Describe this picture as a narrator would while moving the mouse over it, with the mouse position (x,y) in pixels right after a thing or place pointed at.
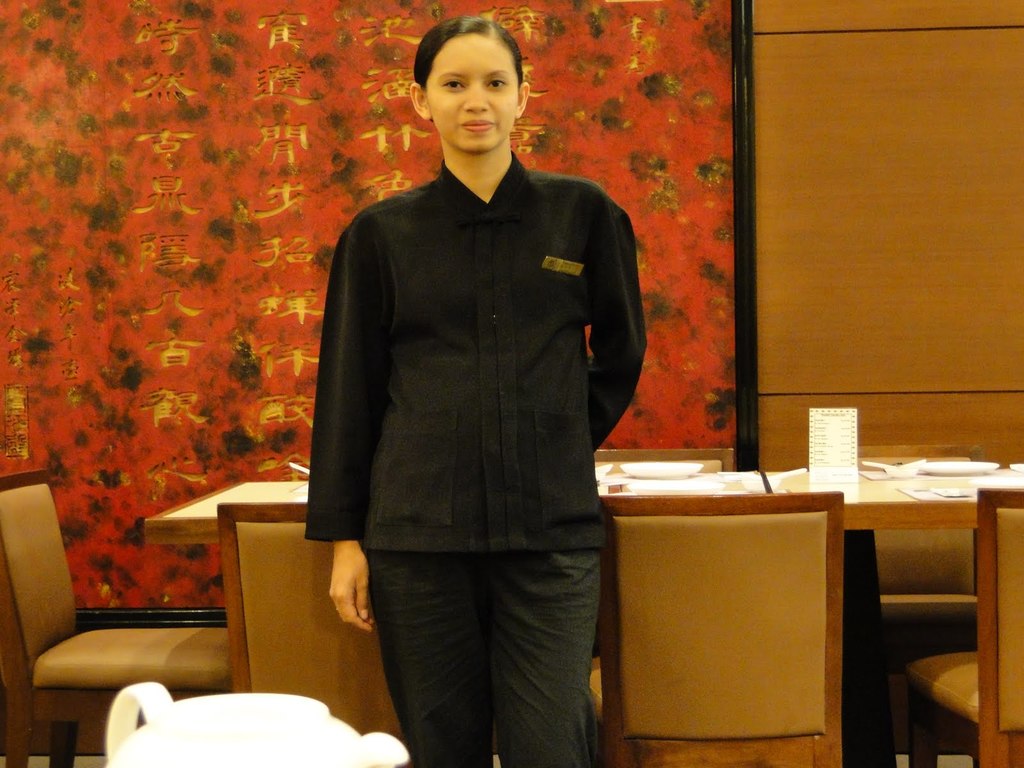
In this image I can see the person (489,391) standing and wearing the black color dress (434,510). To the back of the person (442,447) I can see the table (171,523) and the chairs (289,667). On the table (620,492) I can see the white color plates (700,468), papers (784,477) and the board (838,443). In the background (664,179) there is a red color board (369,116) to the brown color wall (826,176).
